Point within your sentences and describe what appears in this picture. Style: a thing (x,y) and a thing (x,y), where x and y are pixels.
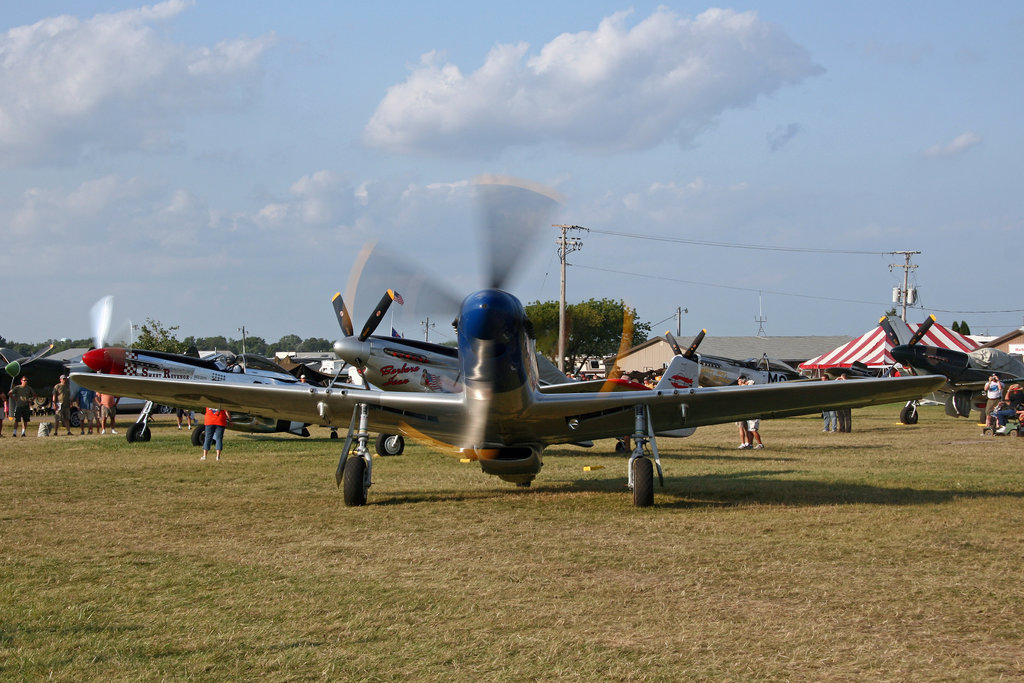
This picture is clicked outside. In the foreground (263,541) we can see the grass (927,521) and we can see the group of people (19,396), group of air crafts (334,344) and some other objects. In the background (869,190) we can see the sky (672,59), clouds (498,73), trees (256,345), sheds (826,346), poles (903,294), cables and some other items (846,346).
